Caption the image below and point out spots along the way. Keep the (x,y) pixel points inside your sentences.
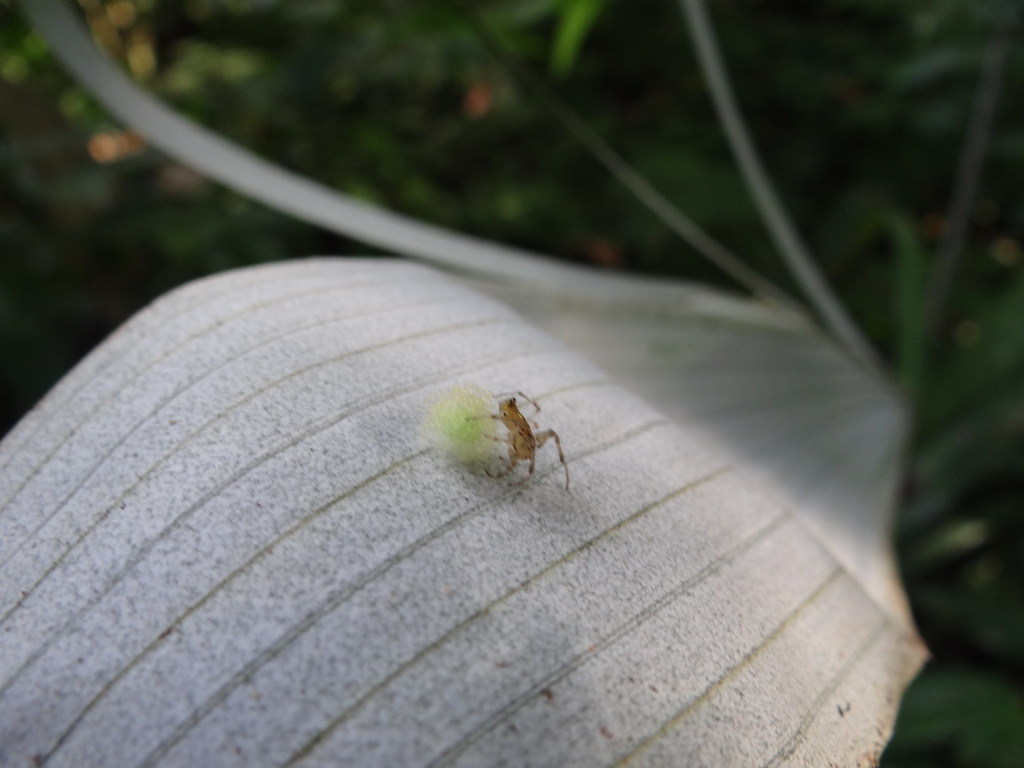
In this image there is an insect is on the leaf (445,383) of a plant (603,451) as we can see in the middle of this image (427,499).
